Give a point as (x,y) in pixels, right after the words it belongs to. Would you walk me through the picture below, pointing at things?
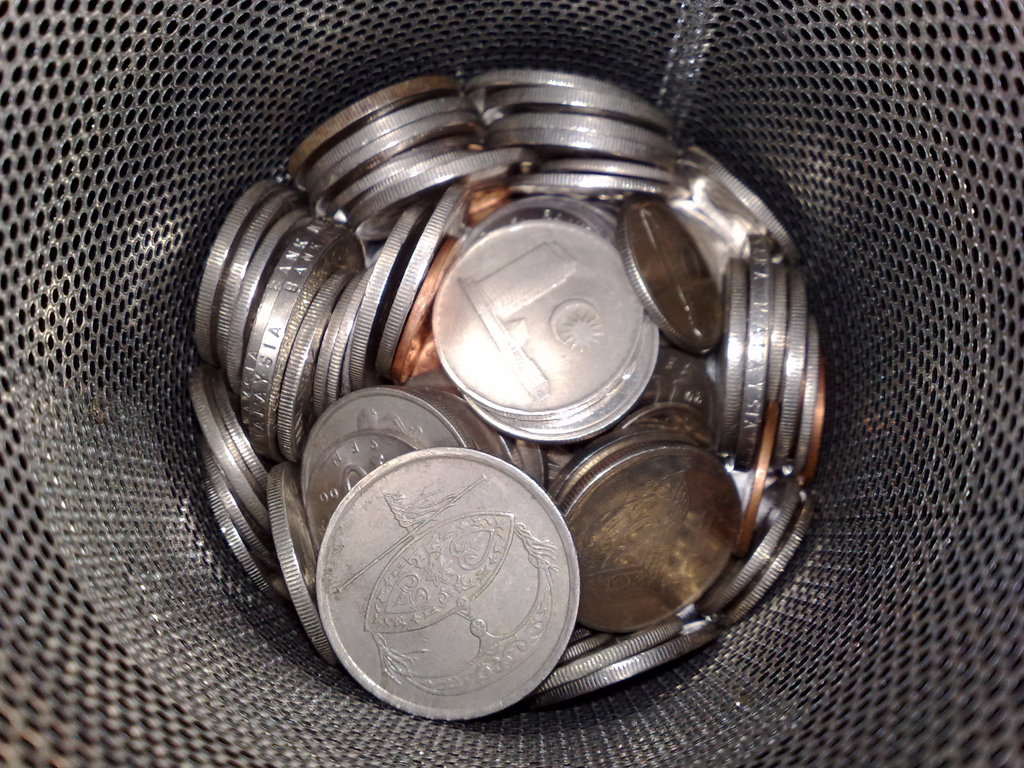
There are coins (394,526) in a container (178,335) which is having a mesh (102,248). And the background (238,612) is dark in color.
